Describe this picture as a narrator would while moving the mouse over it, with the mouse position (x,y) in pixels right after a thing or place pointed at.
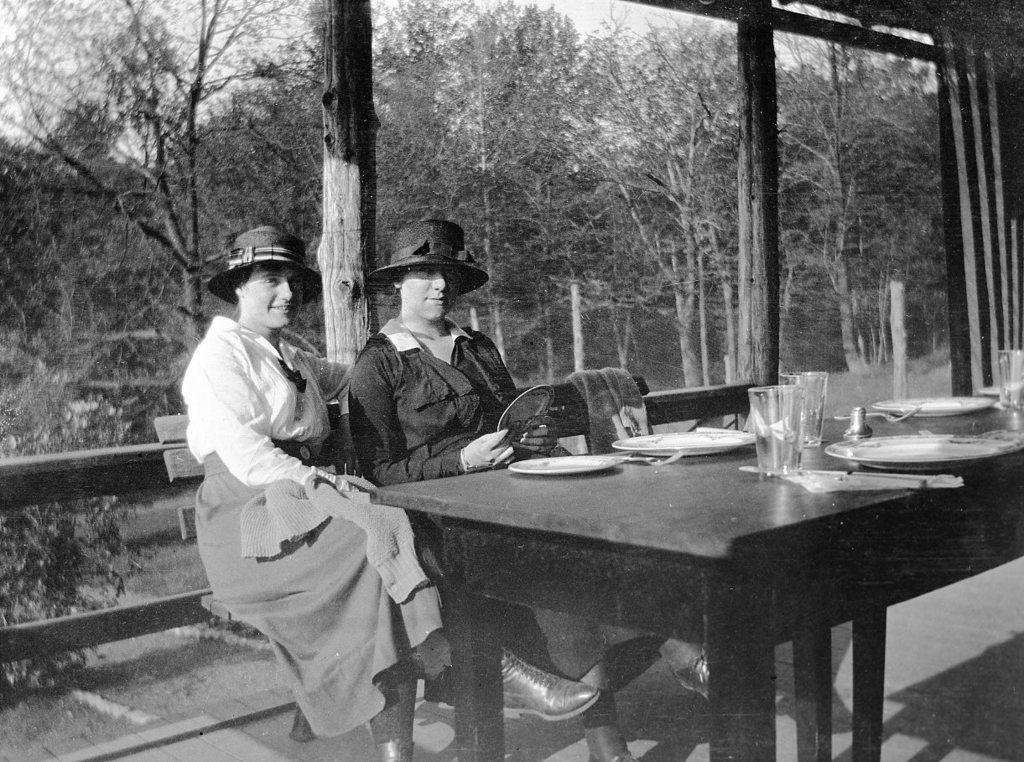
In this picture we can see two persons (419,368) wore hat (422,248) sitting on chair (637,386) and in front of them there is table (808,536) and on table (567,478) we can see plates (735,436), glasses (757,412) and in background (607,244) we can see trees (619,201), wooden pillars (755,165), curtain (951,109).
